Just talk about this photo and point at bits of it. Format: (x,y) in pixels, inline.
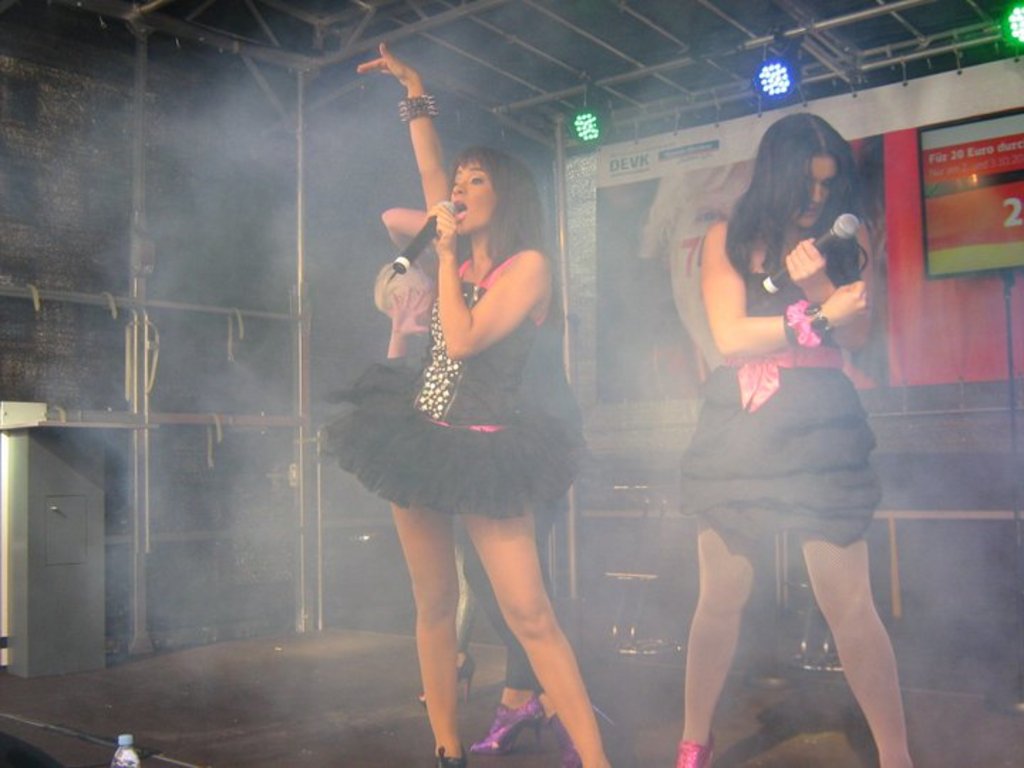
In this image two women (525,425) wearing a black dress (859,413) are standing on the floor (348,743). They are holding mics (415,239) in their hand (846,289). Behind there is a person (409,302) standing on the floor (501,658). Bottom of image (129,744) there is a bottle (129,744). Behind the persons (418,451) there is a screen (967,268) and a poster (722,166) are attached to the wall (927,85). Top of image (596,110) there are few lights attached to the rods (580,90).
